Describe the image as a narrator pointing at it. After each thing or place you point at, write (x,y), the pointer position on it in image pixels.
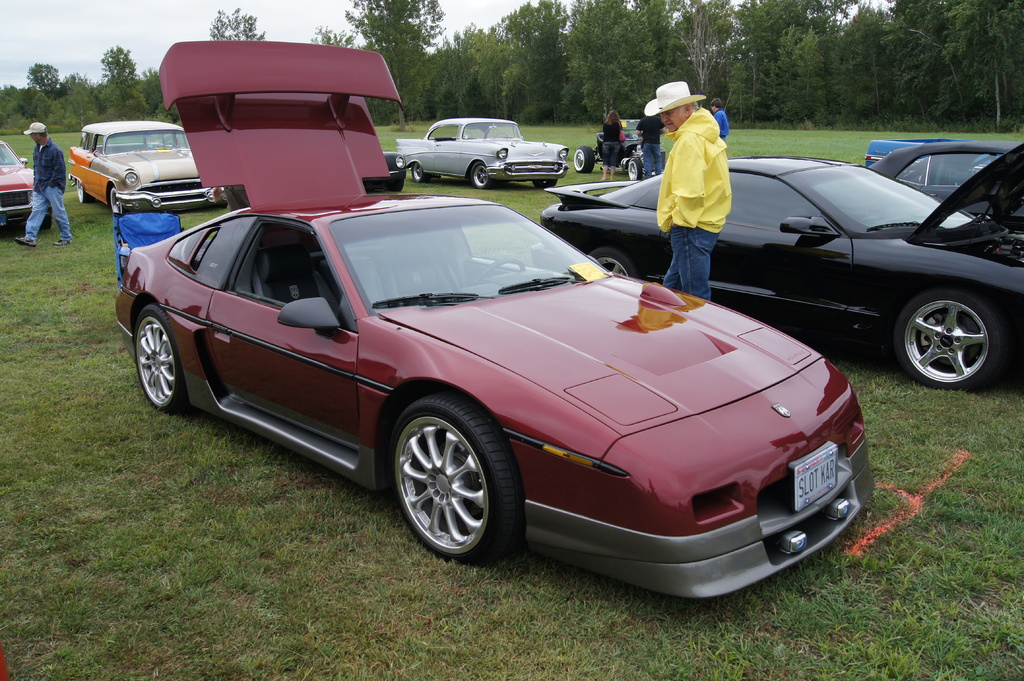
In this picture there is a man (693,226) who is wearing yellow jacket (680,193) and jeans (674,231). He is standing near to the red and black car (620,452). On the left (32,124) there is another man (35,193) who is a walking near to this cars (134,199). In the back (618,132) we can see the group of persons (610,145) were standing near to the black car (627,149). In the background (415,101) we can see many trees (596,74). At the bottom (696,675) we can see the grass (296,646). In the top left corner (184,20) we can see the sky (40,8) and clouds (171,21).
